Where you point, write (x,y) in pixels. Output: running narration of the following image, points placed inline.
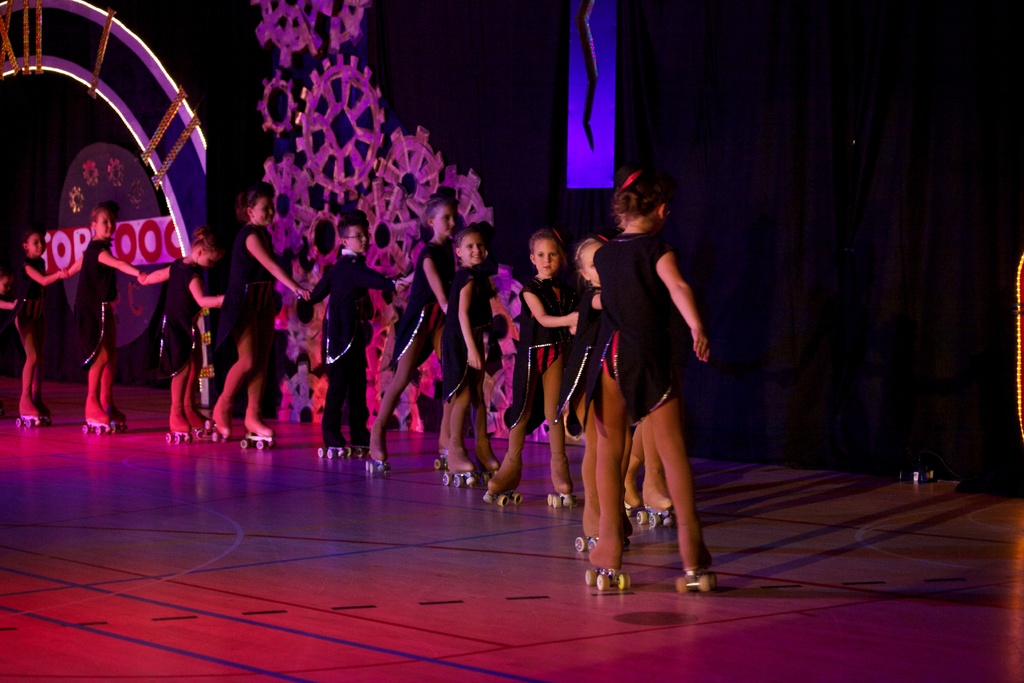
In this image, I can see a group of children (444,285) standing in a line. They wore black dresses (571,301) and skate shoes (568,485). This looks like a stage setting (349,113). I think this is a stage (371,560).
